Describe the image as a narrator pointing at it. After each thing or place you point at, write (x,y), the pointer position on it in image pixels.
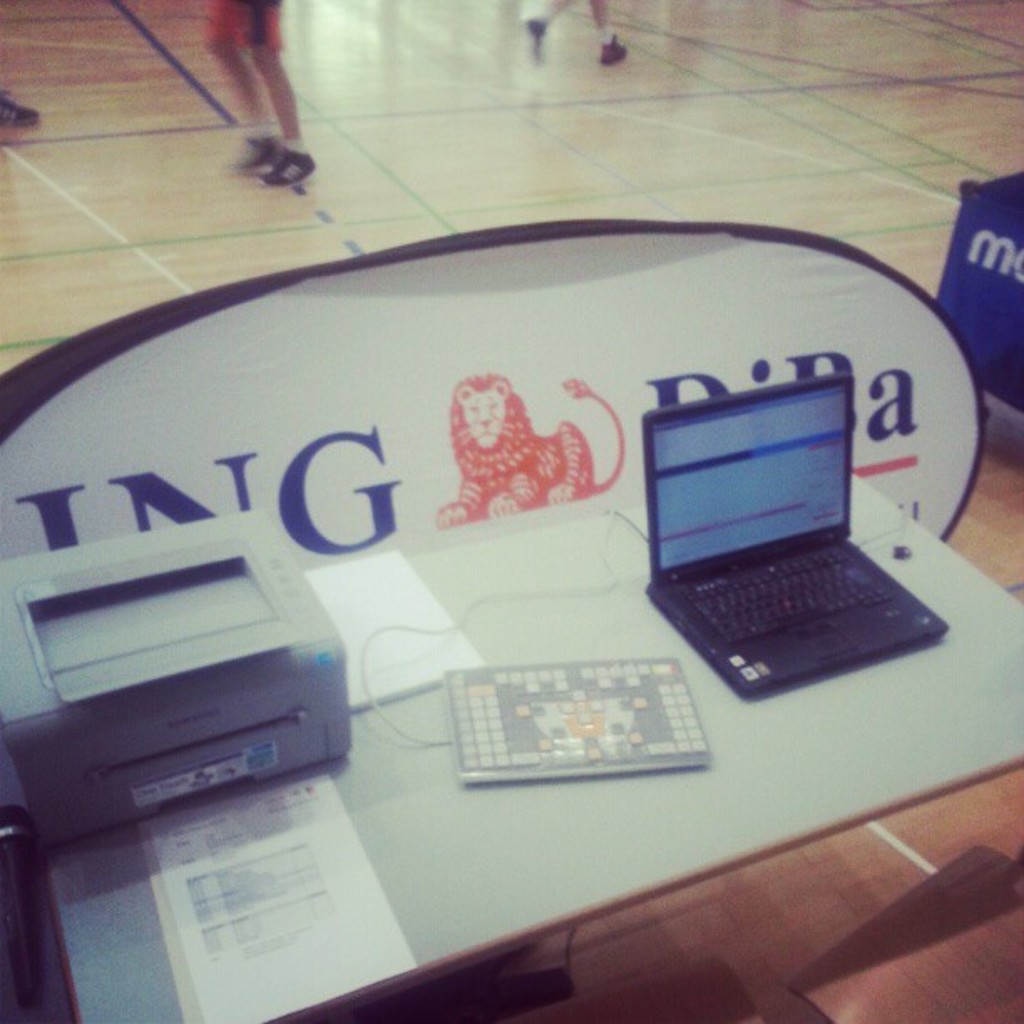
In the foreground of the picture (841,759) I can see a table (841,759) on the floor (620,911). I can see the laptop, keyboard (620,716) and printer (291,768) are kept on the table (564,790). I can see the chairs (980,976) on the floor (876,911) on the bottom right side of the picture (959,906). I can see the legs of the persons (291,162) at the top of the picture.
